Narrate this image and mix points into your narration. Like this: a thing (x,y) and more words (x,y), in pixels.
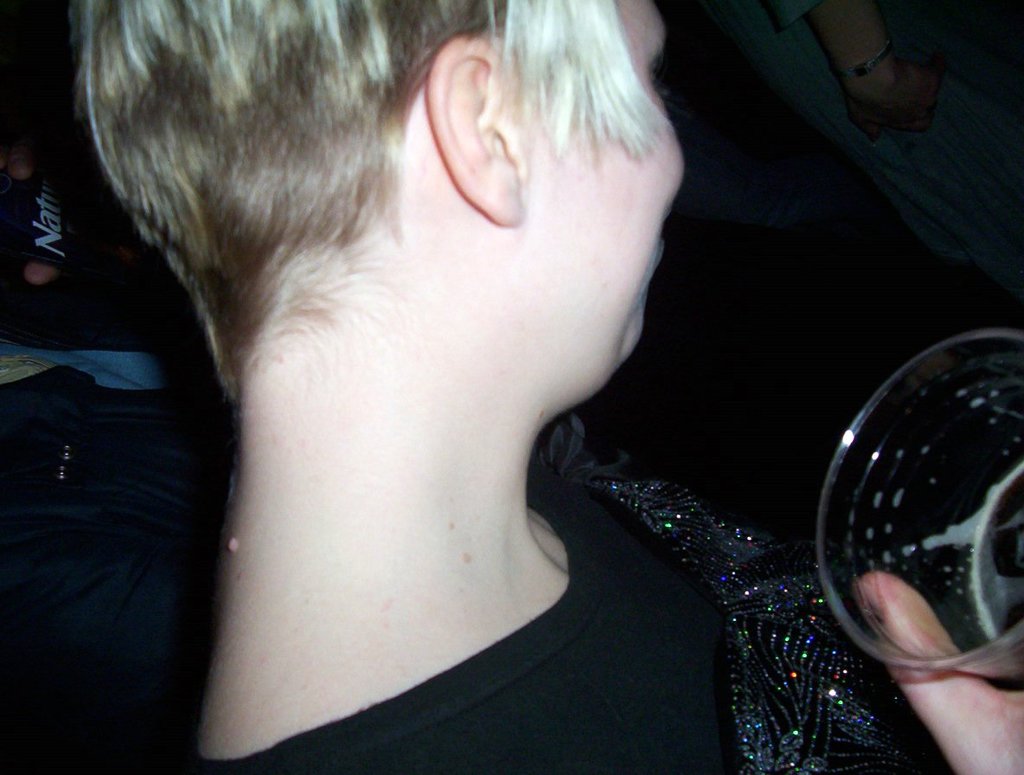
In this picture we can see a person (549,236) holding a glass (874,636) with hand (996,736) and in the background (855,70) we can see some persons (838,79).
